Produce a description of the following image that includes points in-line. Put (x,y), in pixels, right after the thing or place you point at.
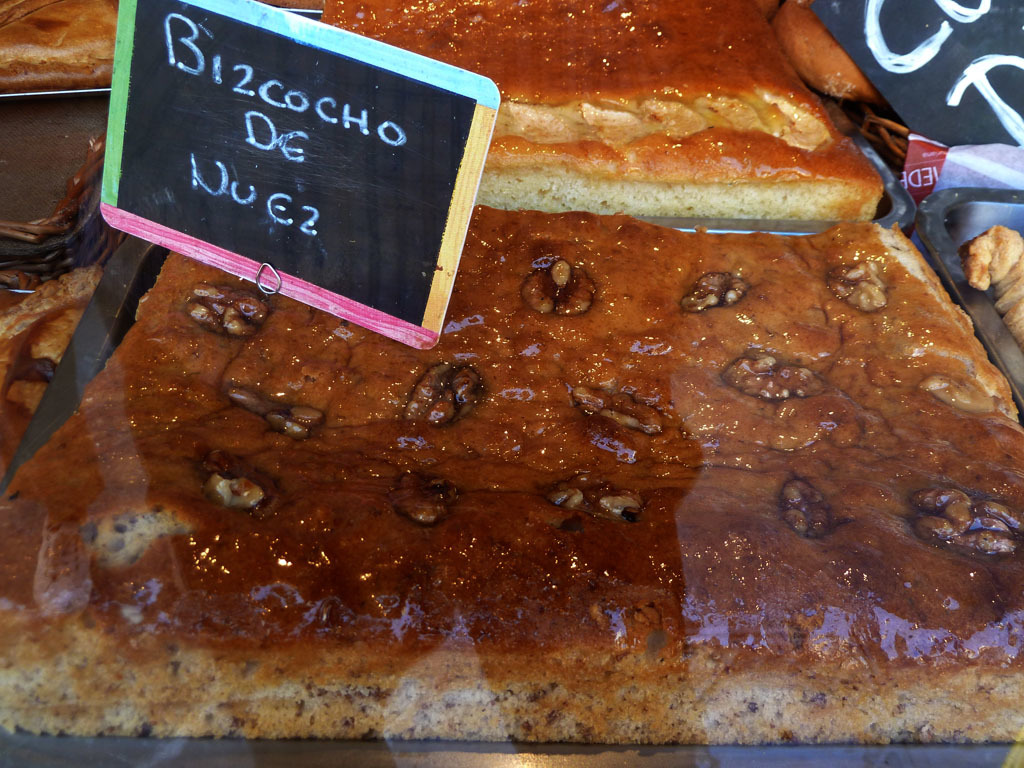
In this image there are a few cakes (696,300) on the trays (890,193) and there is a board (241,99) with a text (196,77) on it.
